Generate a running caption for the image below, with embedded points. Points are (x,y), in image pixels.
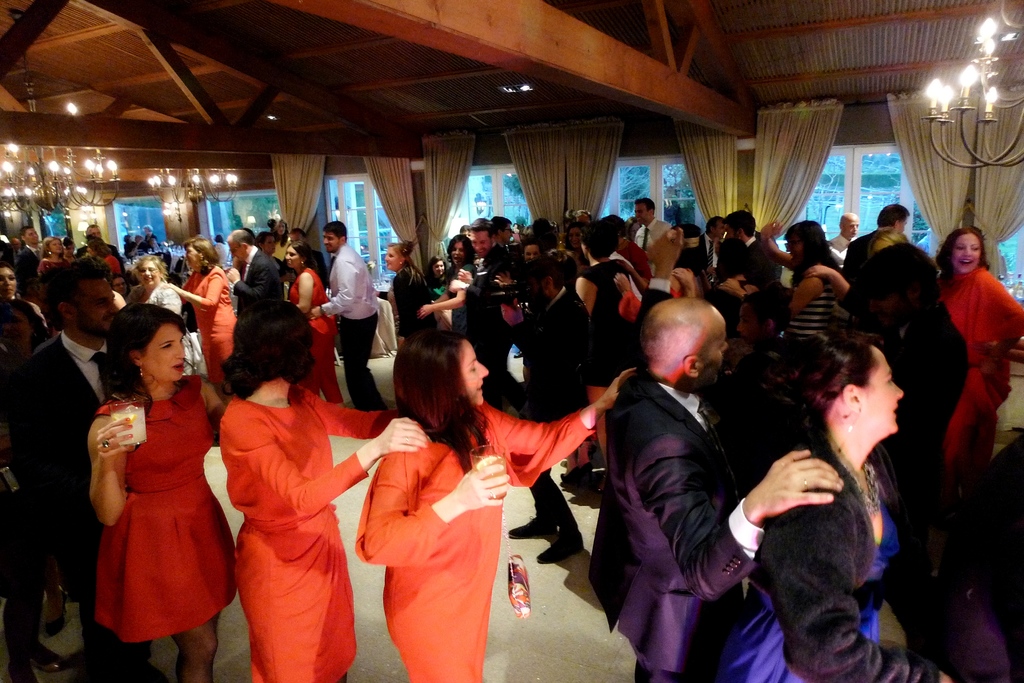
In the picture there is a room (482,452), there are many people (493,564) present standing, some people (391,486) are holding glasses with their hands (497,481), there are glass windows (687,217) present on the wall (656,129), there are curtains (732,210), there are lights (54,185) present.
